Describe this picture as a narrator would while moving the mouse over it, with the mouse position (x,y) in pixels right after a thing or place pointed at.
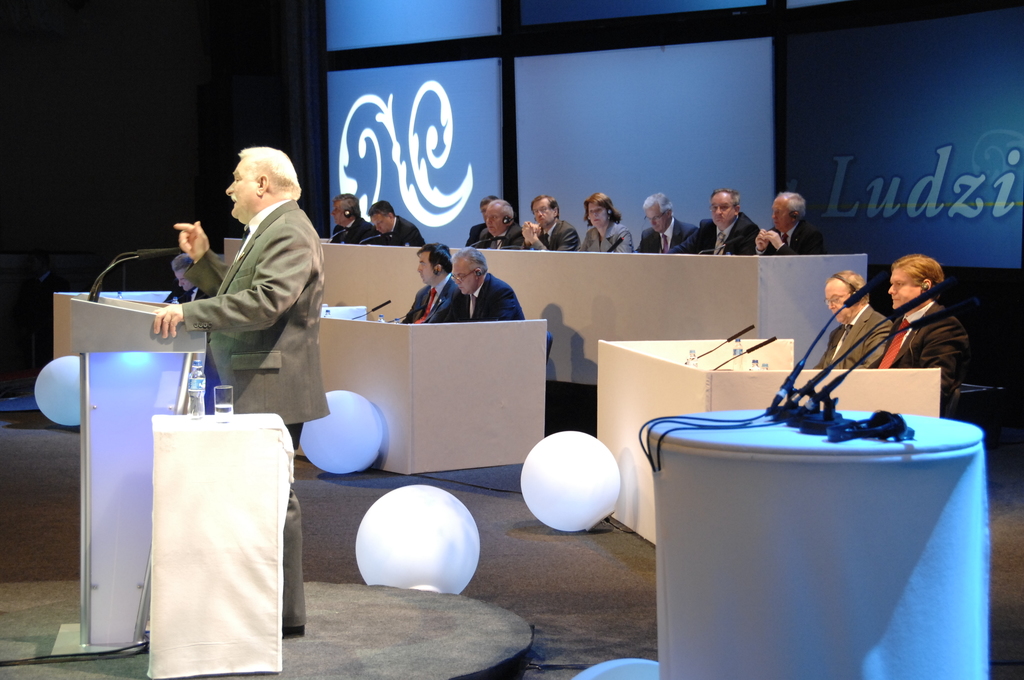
In this image there are group of people (615,234) sitting in chair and a man (292,565) standing near the podium (143,340), there is water bottle (191,407), glass (217,414) in table (184,582), there are light balls (451,556).
